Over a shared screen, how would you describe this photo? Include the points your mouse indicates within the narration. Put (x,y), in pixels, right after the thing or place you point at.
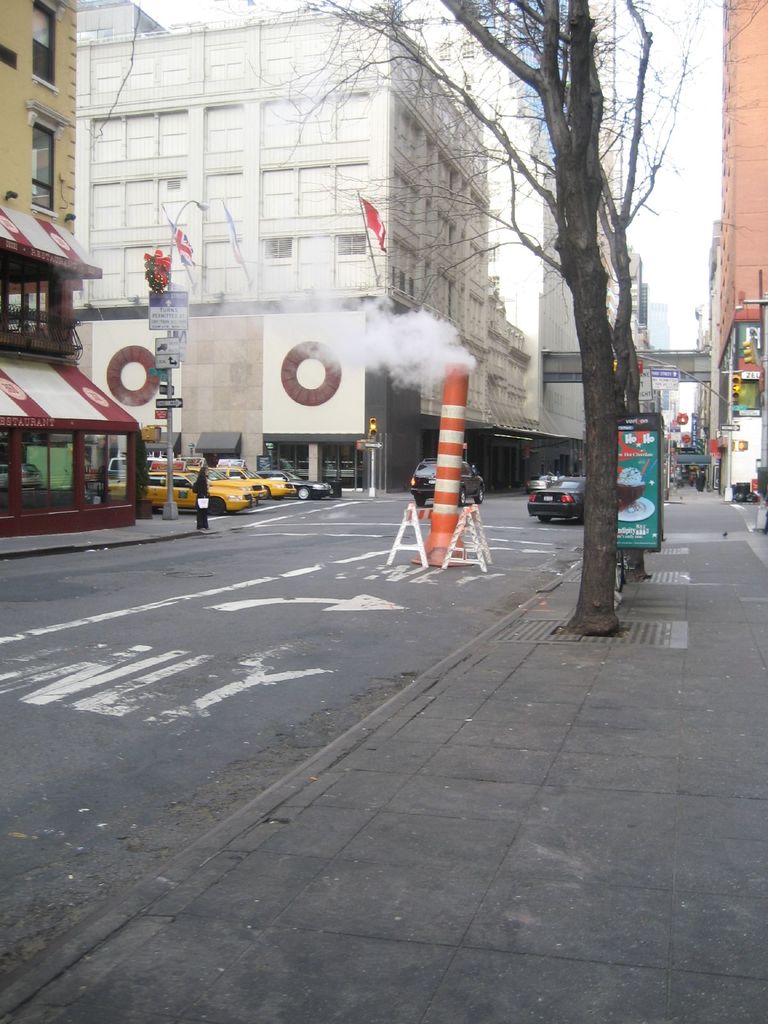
In this image there are cars (434,472) on a road (102,696), on either side of the road (101,707) there is footpath (623,685), trees (593,338) and buildings (550,329).
